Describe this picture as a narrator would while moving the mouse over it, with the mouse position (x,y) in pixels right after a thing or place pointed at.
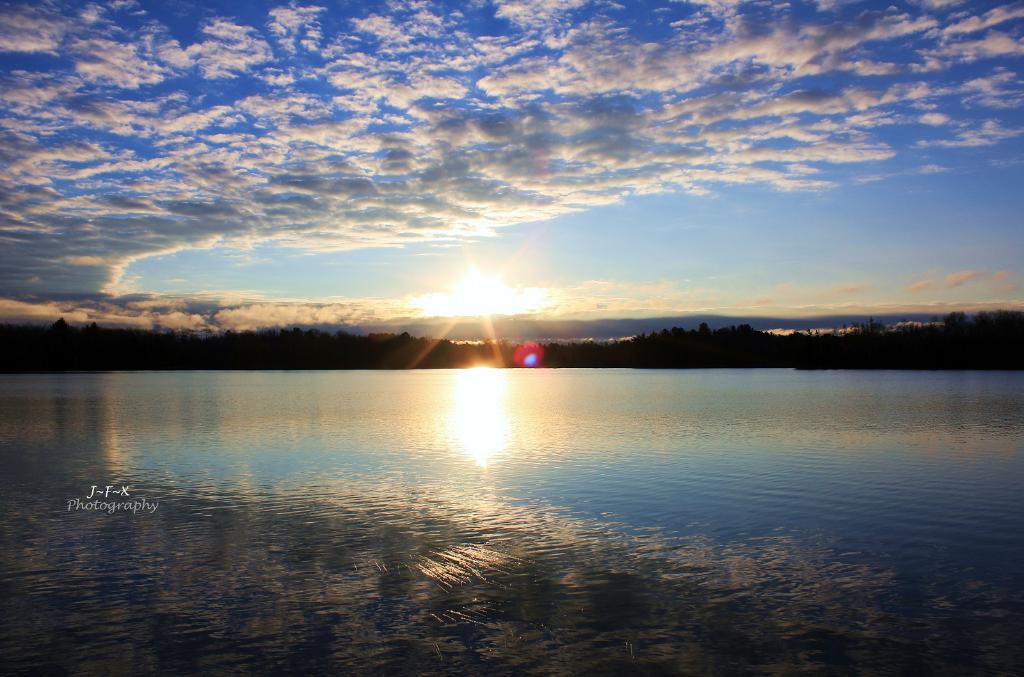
In this picture, I can see water (560,561), trees (536,362) and I can see a blue cloudy sky (409,120) and I can see sunlight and text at the bottom left corner of the picture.
